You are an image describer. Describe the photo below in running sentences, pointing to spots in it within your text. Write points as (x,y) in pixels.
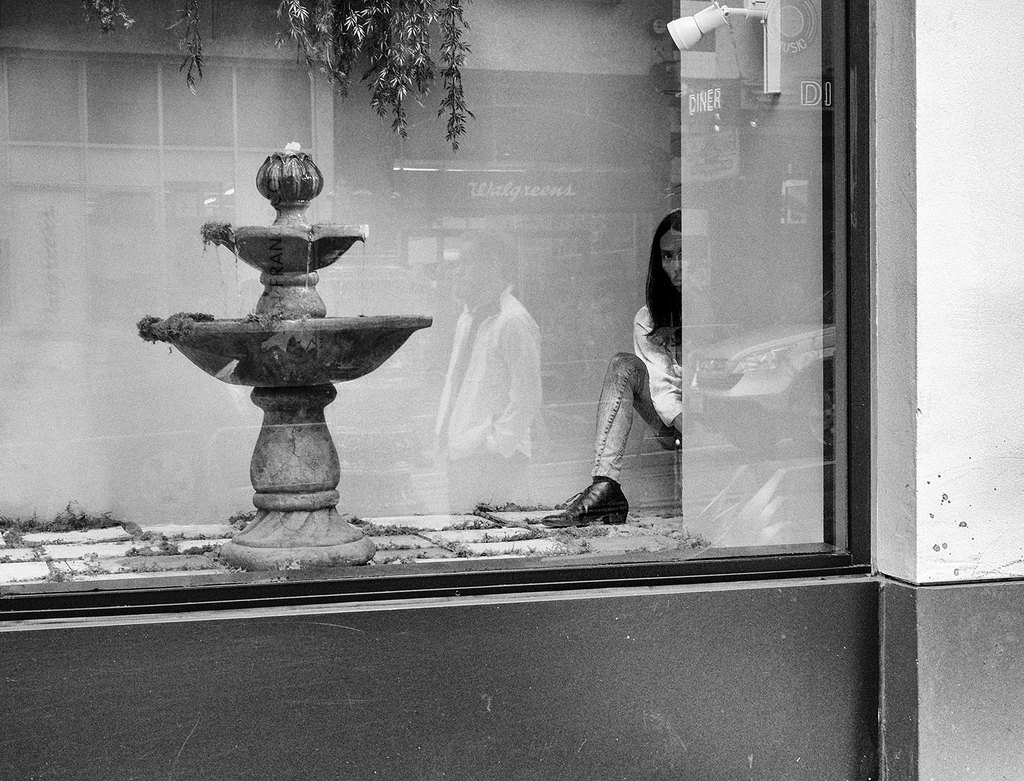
This is a black and white image. In the image there is a wall (163,660) with glass (782,32). Inside the glass (37,312) there is a fountain (311,443) on the ground (93,526). On the right side of the glass (687,322) there is a man (650,336). At the top of the image (322,21) there are leaves (401,63). On the glass (442,92) there is a reflection (123,84) of buildings (382,183) and a man (476,365).
